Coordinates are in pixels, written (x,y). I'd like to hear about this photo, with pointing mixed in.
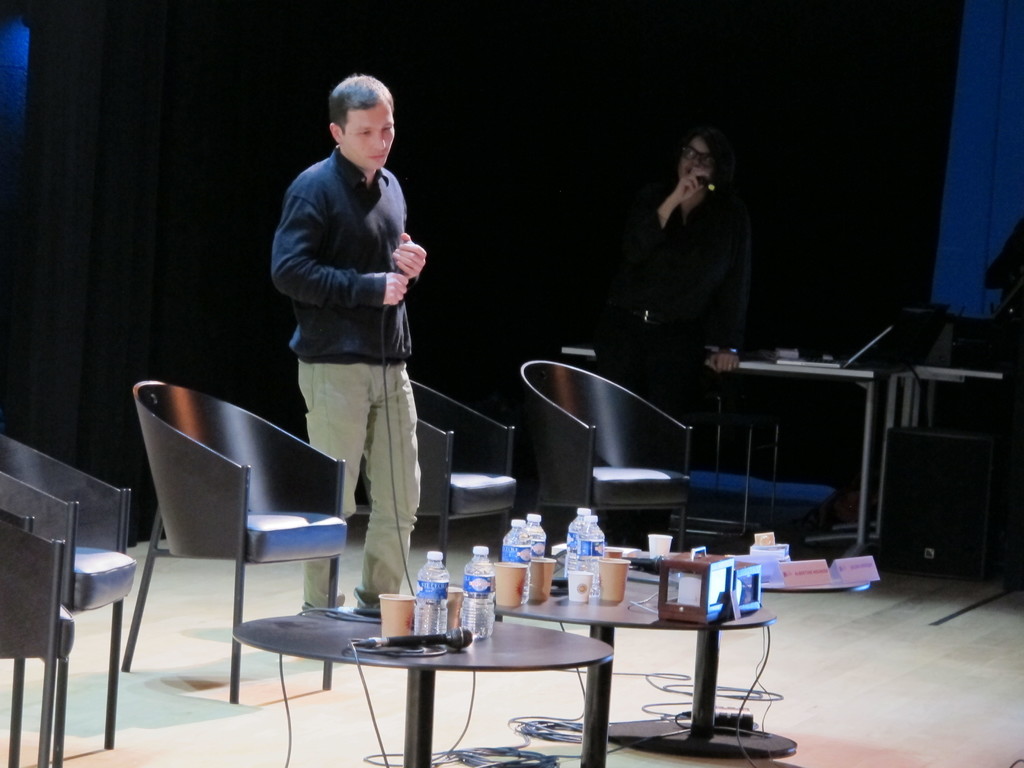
In this picture there is a man (328,337) standing near the chairs (556,473) and the back ground (739,221) we have, another person (720,189) holding a microphone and in table (639,583) we have cups (392,625), glasses (531,588), water bottles (479,625), and a microphone (414,637) and name boards (826,576).
